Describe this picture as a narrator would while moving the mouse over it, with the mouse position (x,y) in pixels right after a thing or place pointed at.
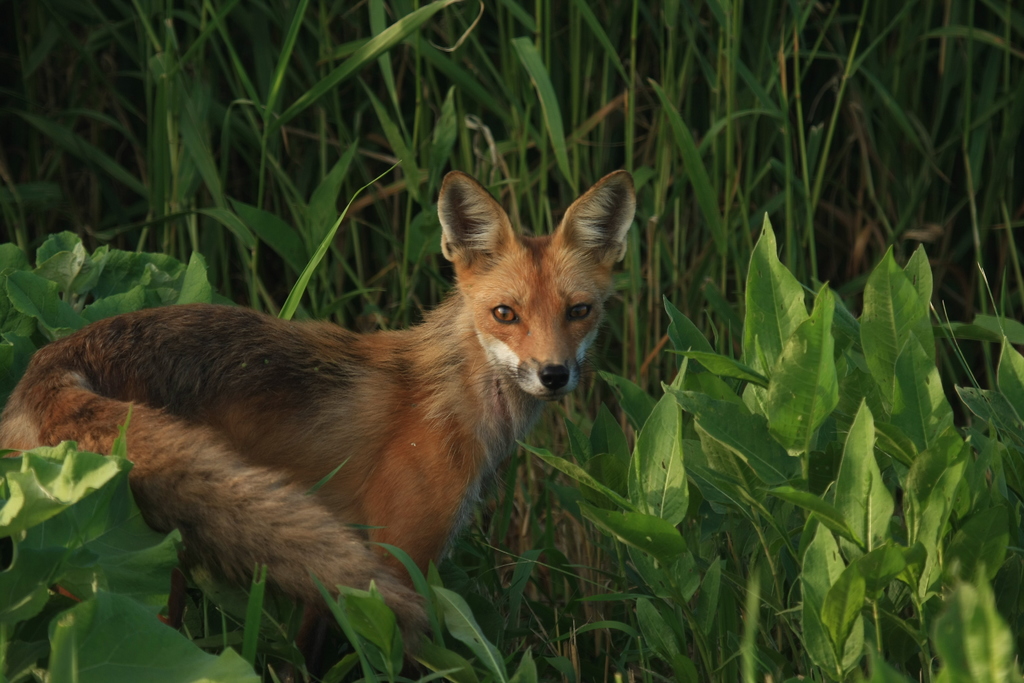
At the bottom (771,627) we can see plants (838,601). On the left side (281,440) there is a fox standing on the ground (442,640). In the background (486,120) there are plants (545,178).
